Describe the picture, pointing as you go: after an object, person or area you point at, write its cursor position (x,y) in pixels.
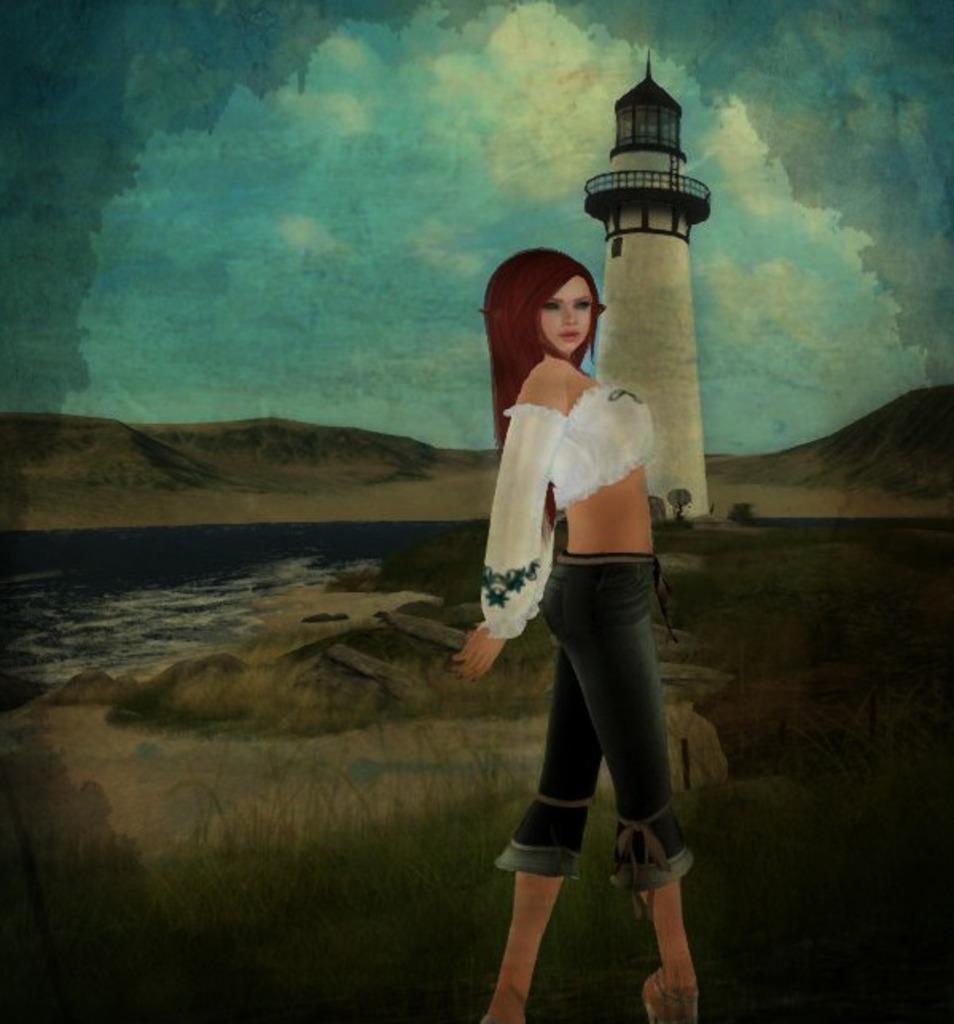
This image is a painting. In this image there is a lady (628,775) standing. In the background (673,419) there is a tower (668,465) and we can see hills (152,466) and sky (405,393). At the bottom (272,799) there is grass (405,816) and we can see a river (236,597).
